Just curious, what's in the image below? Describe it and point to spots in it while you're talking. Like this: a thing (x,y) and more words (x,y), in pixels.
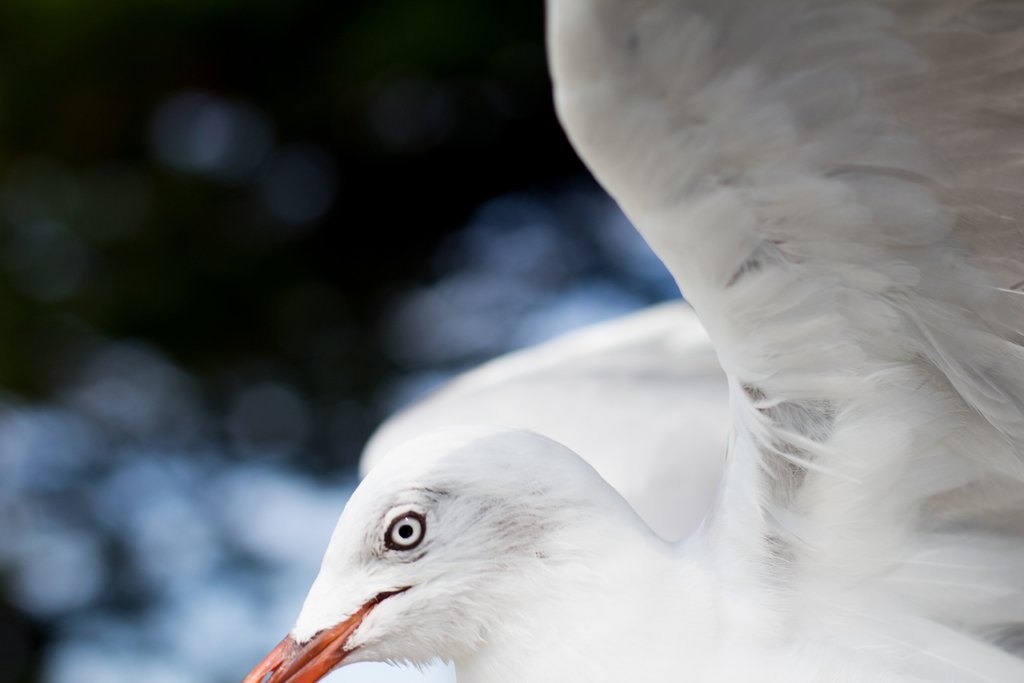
In this image I can see a white color bird (614,424) and I can see this image is blurry from background (292,2).
